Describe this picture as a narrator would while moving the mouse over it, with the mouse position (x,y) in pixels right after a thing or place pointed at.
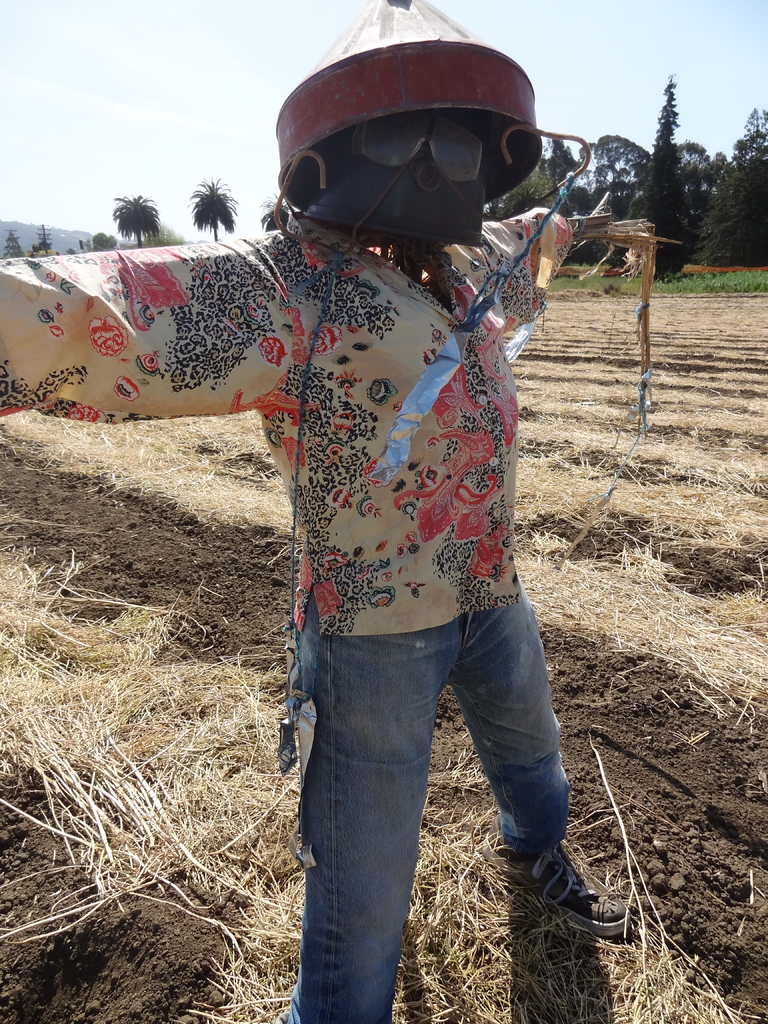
In this image I can see a scarecrow (313,396). At the bottom (148,723), I can see the dry grass (106,653) on the ground (166,540). In the background (630,169) there are many trees (601,176). At the top of the image (191,93) I can see the sky (155,113).
